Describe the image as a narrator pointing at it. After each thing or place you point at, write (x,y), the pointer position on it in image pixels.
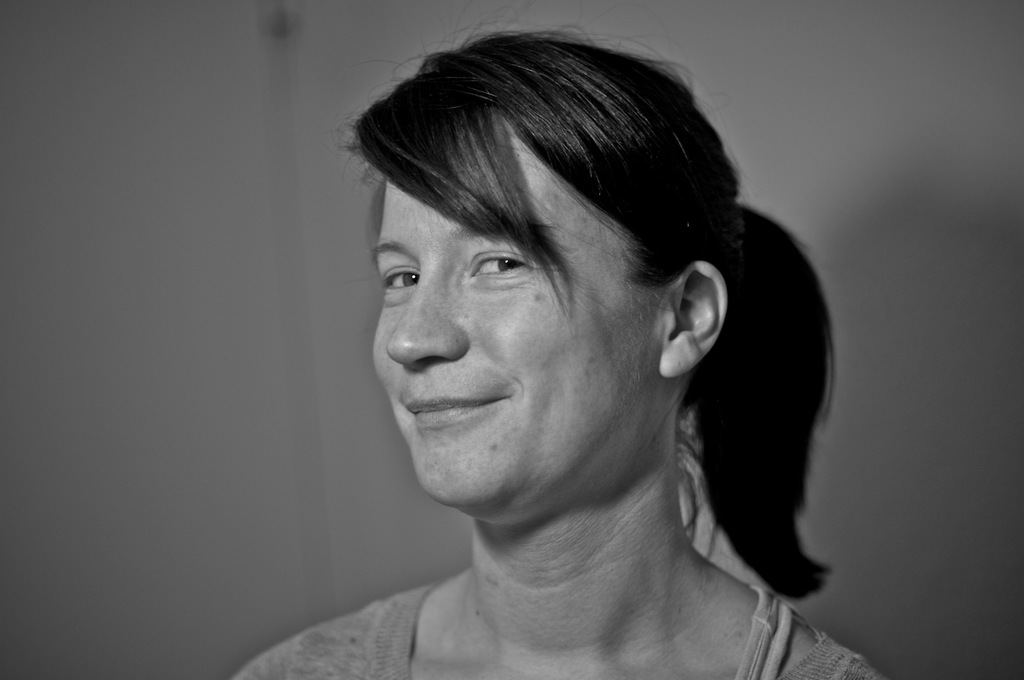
In this image we can see a lady (626,382), behind her we can see the wall (982,586), and the picture is taken in black and white mode.
